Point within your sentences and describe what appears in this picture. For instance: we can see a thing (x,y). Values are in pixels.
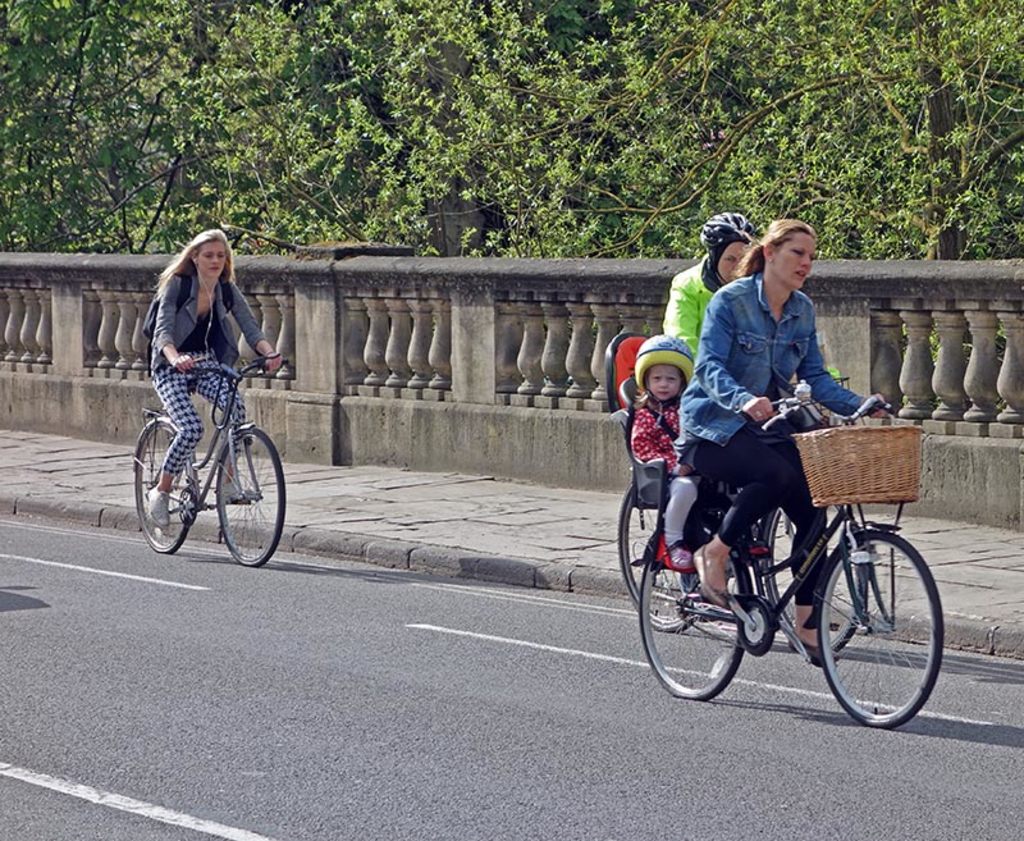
In this image I can see few people (736,331) are riding their bicycles (224,530) on the road (509,630). To the first bicycle (849,543) a basket (844,484) is fixed in the front side (854,477) and a baby (648,425) is sitting on the back seat (630,360). In the background (463,108) can see some trees (460,109).
